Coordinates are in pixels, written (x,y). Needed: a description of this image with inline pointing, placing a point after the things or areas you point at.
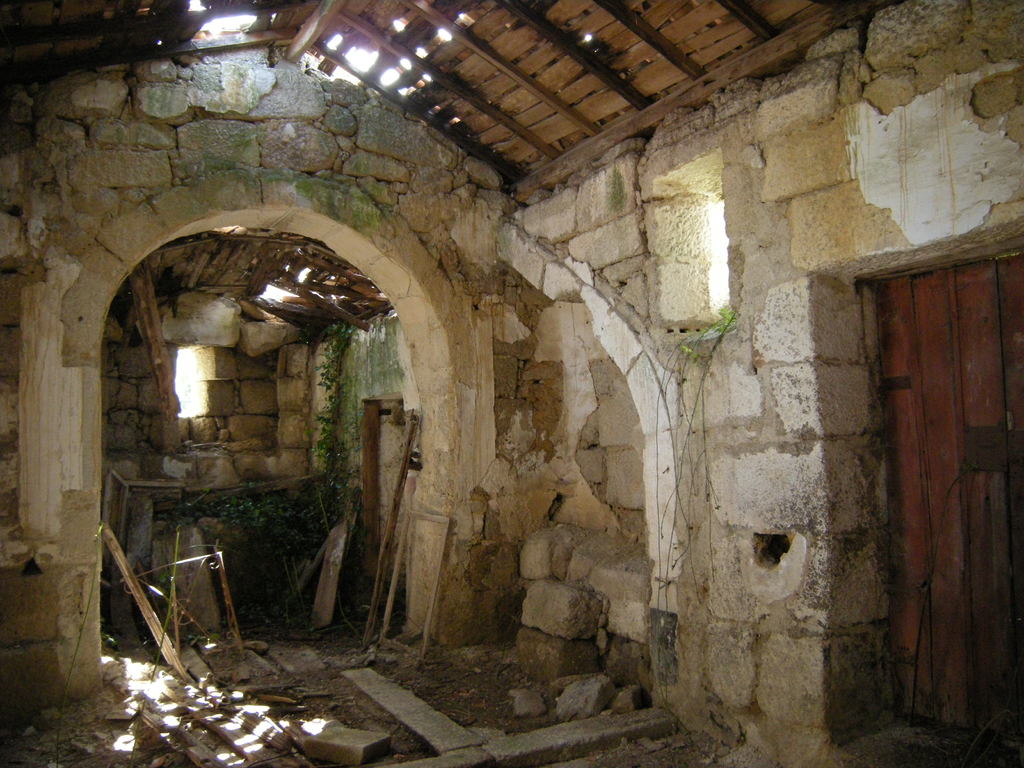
In this picture there is a brick wall (616,503) and there is a wooden roof (545,80) above it.
